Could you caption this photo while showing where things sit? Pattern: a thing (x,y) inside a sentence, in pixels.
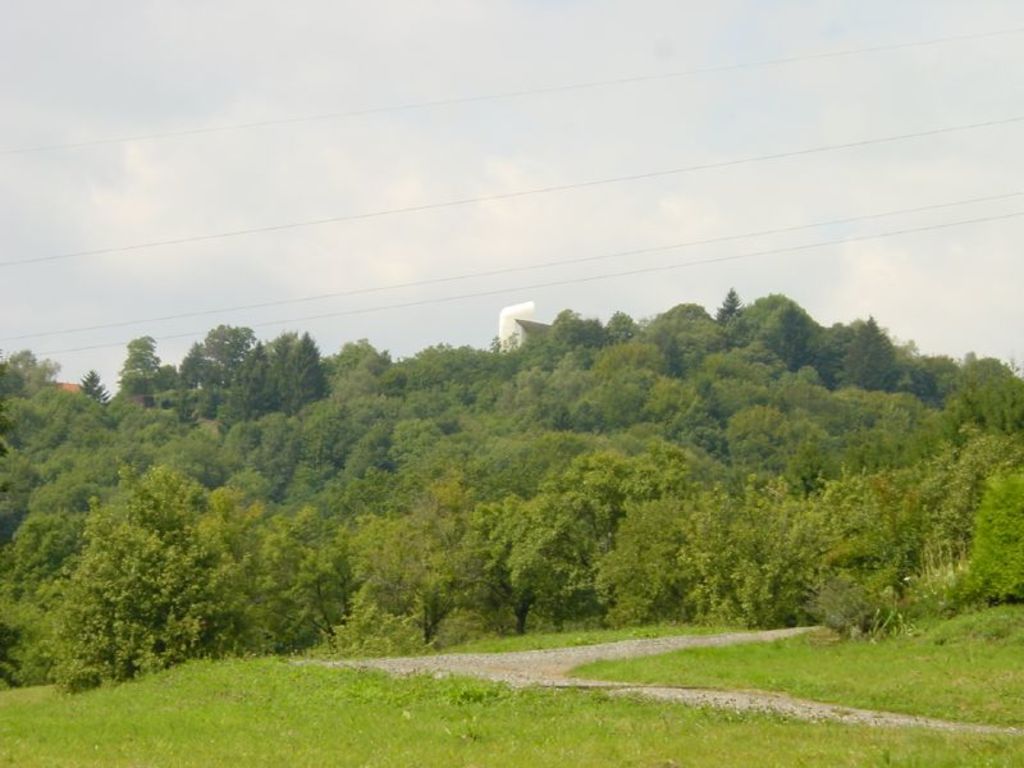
In this picture we can see grass (955,646), trees (780,597) and wires (657,250). In the background of the image (464,80) we can see the sky (628,144).
